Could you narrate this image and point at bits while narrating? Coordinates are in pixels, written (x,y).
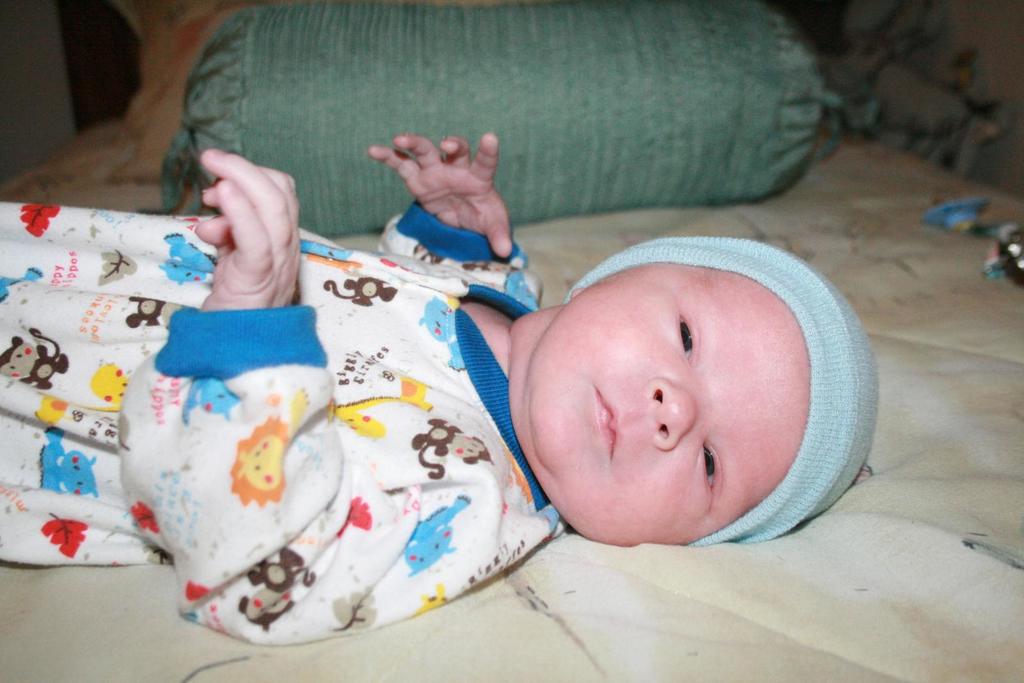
In this picture, we can see a baby (331,285) is laying on the bed (642,628) and on the bed (621,605) there is a roll cushion (721,151) and other things (996,235).
